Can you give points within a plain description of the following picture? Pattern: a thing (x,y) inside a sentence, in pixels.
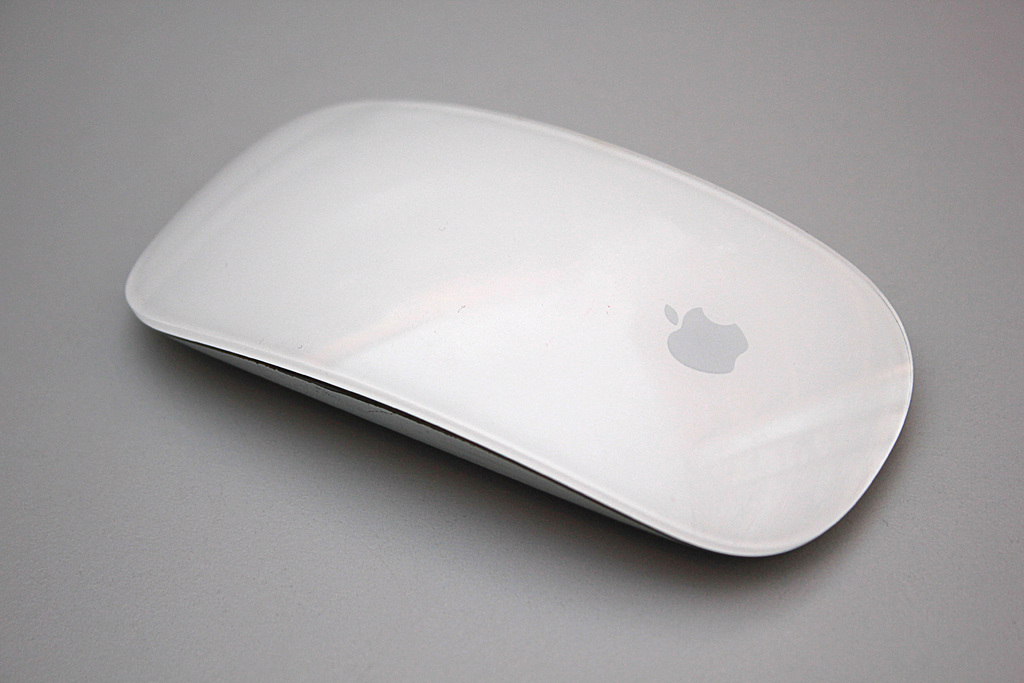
In this image I can see a white color mouse (498,389) on the grey surface (502,561).
